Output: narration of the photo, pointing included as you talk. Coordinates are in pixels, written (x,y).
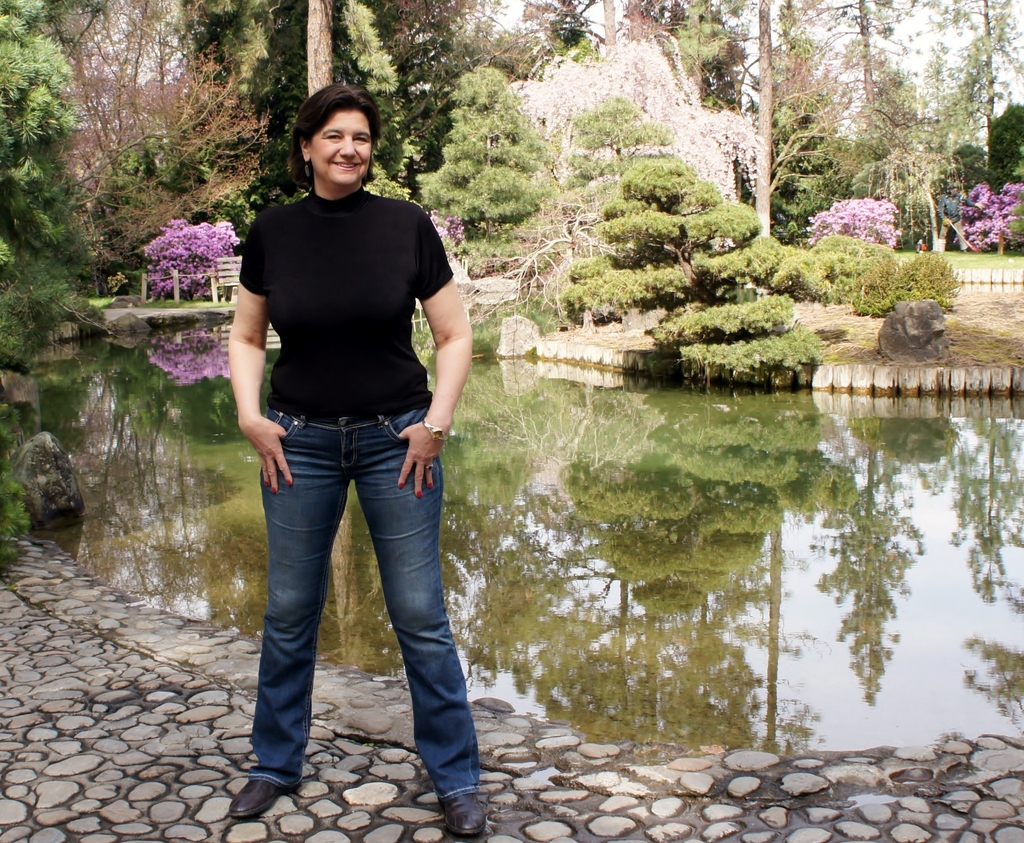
In this picture I can see a woman (307,336) standing and I can see water (641,399), trees (624,292) and a rock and I can see bench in the back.
